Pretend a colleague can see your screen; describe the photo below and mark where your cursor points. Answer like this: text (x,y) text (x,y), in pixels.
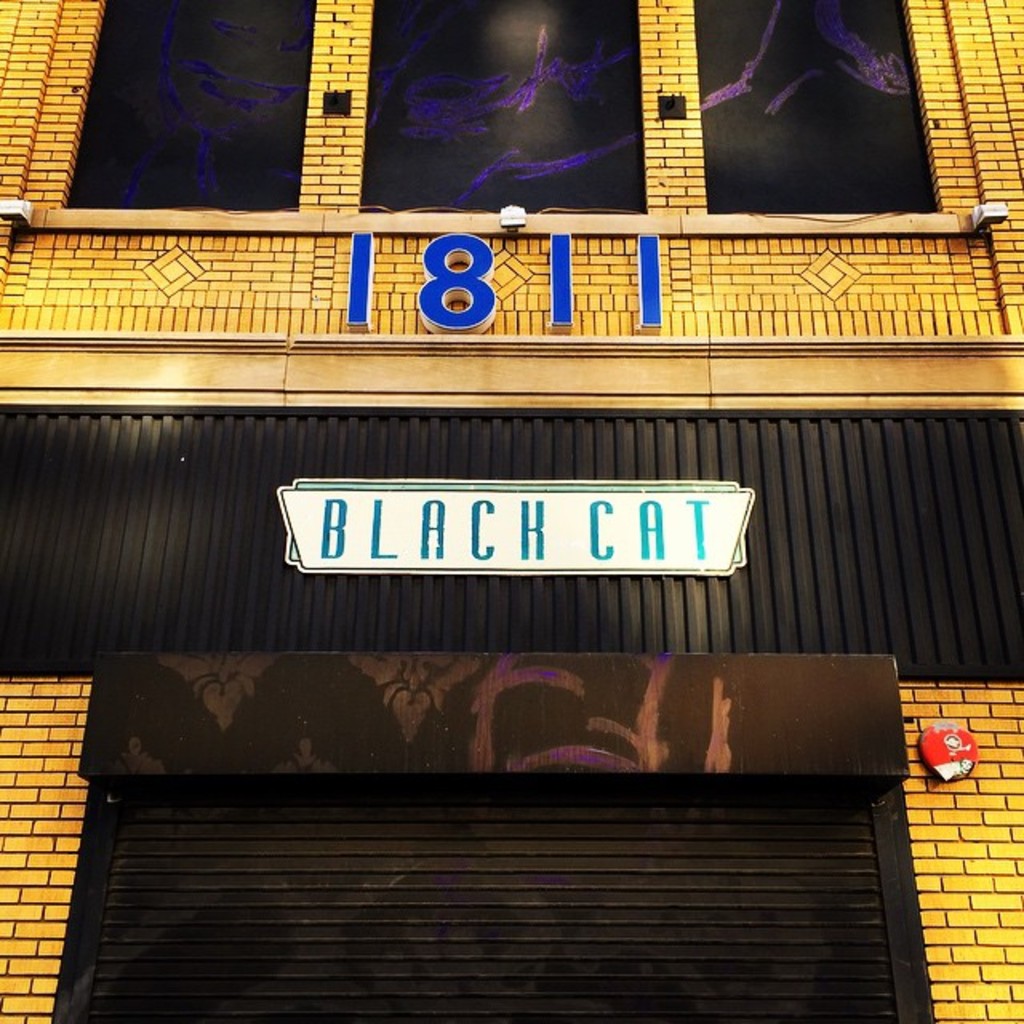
The picture consists of a building (113,376). At the bottom (526,943) it is shutter (511,848). At the top (491,70) there are posters (584,94). In the center of the picture (492,517) they are hoarding (372,514). The building (227,271) has brick wall (197,263). In the middle of the picture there are lights (515,210).
